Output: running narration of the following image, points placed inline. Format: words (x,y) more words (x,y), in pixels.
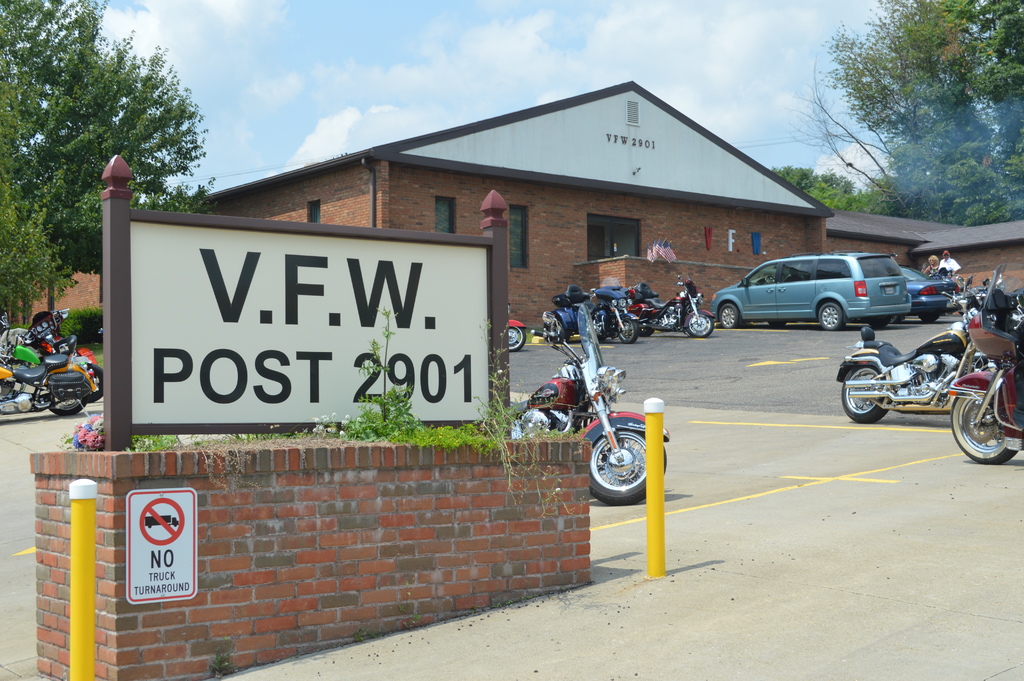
In this image we can see a board (235,248) is fixed to the brick wall (237,498), we can see plants (496,431), we can see the caution board (163,571), vehicles (592,451) parked on the road (707,501), we can see brick house (686,255), trees (965,127), smoke (910,146) and the blue color sky (564,54) with clouds (385,121) in the background (601,86).
